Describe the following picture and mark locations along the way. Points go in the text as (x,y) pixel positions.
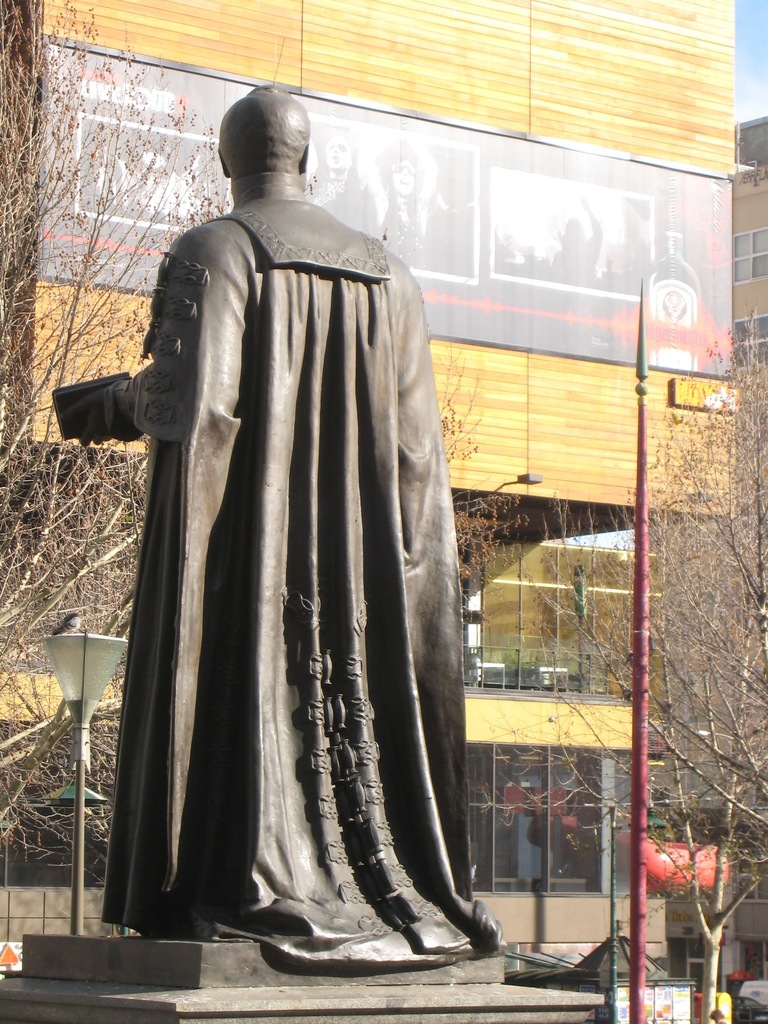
This picture shows a statue (190,704) and we see couple of buildings (466,65) and trees (64,721). We see a pole light (76,782) and a blue cloudy Sky (744,57).
